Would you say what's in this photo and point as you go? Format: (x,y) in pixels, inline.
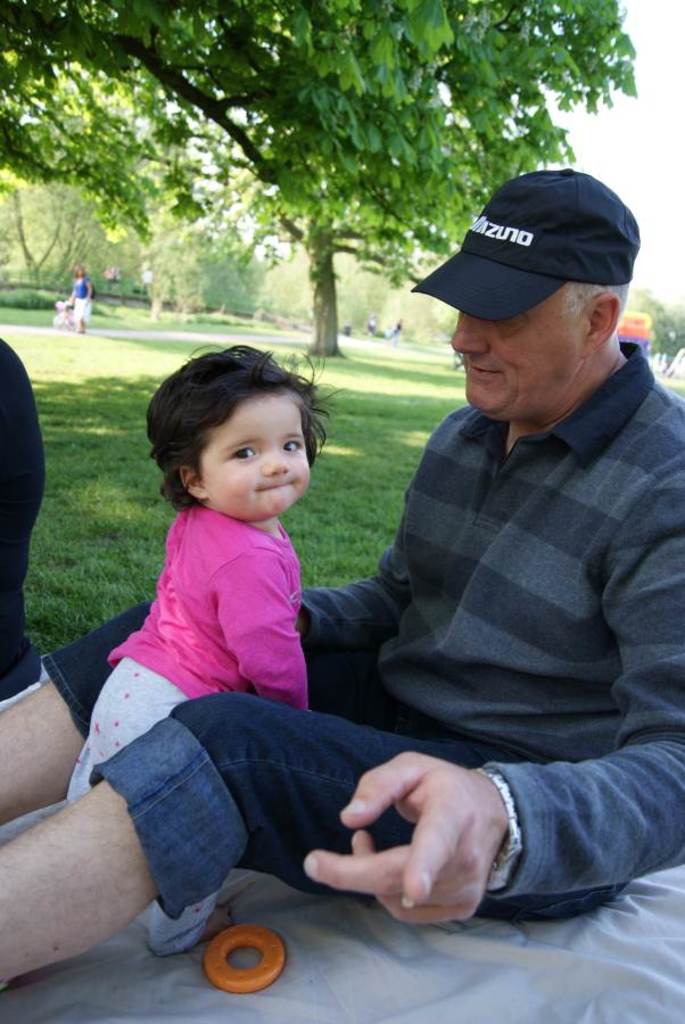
In this image we can see a man (455,760) is sitting on white color sheet (593,965) and wearing jeans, grey t-shirt (475,599) and black cap (526,252). In front of him one girl (253,588) is there. She is wearing pink color t-shirt (229,585). Background (92,429) the land (233,329) is full of grass (122,313) and trees (255,205) are present.
